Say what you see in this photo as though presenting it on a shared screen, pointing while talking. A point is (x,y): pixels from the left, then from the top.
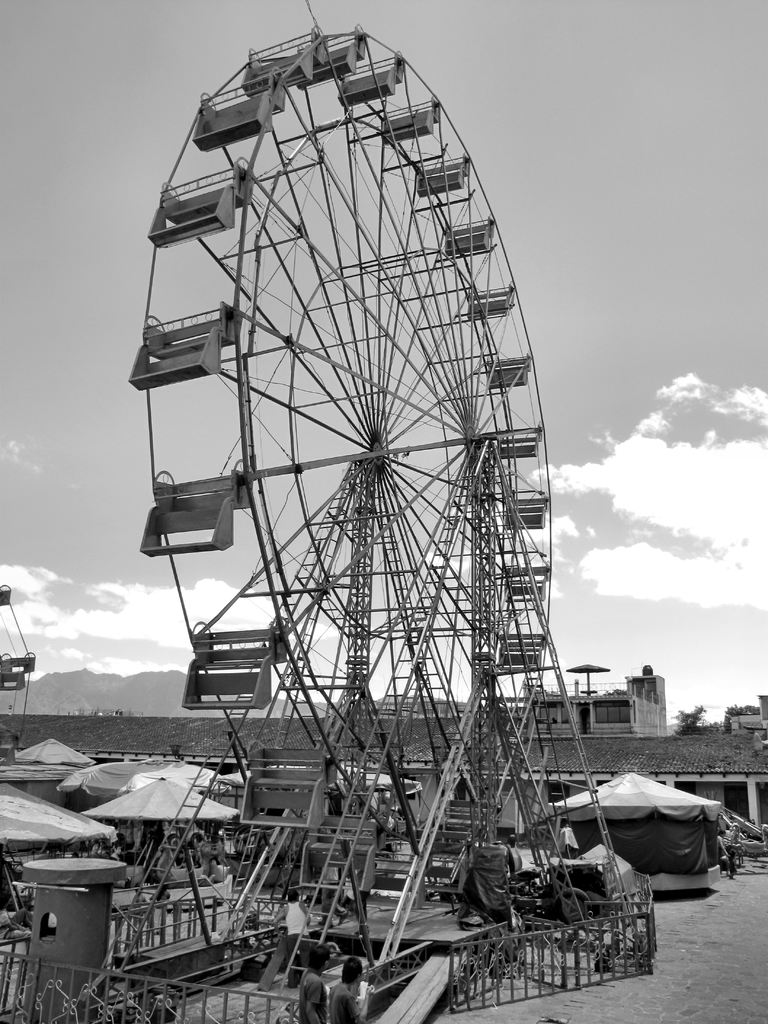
This picture is clicked outside the city. In the foreground (274,341) we can see a Ferris wheel (294,225) placed on the ground (550,1010) and we can see the group of people (307,1003) and there are some tents (201,782) and buildings (630,716). In the background (700,347) we can see the sky (668,242), trees (738,709) and some other objects (758,829) placed on the ground (683,928).
